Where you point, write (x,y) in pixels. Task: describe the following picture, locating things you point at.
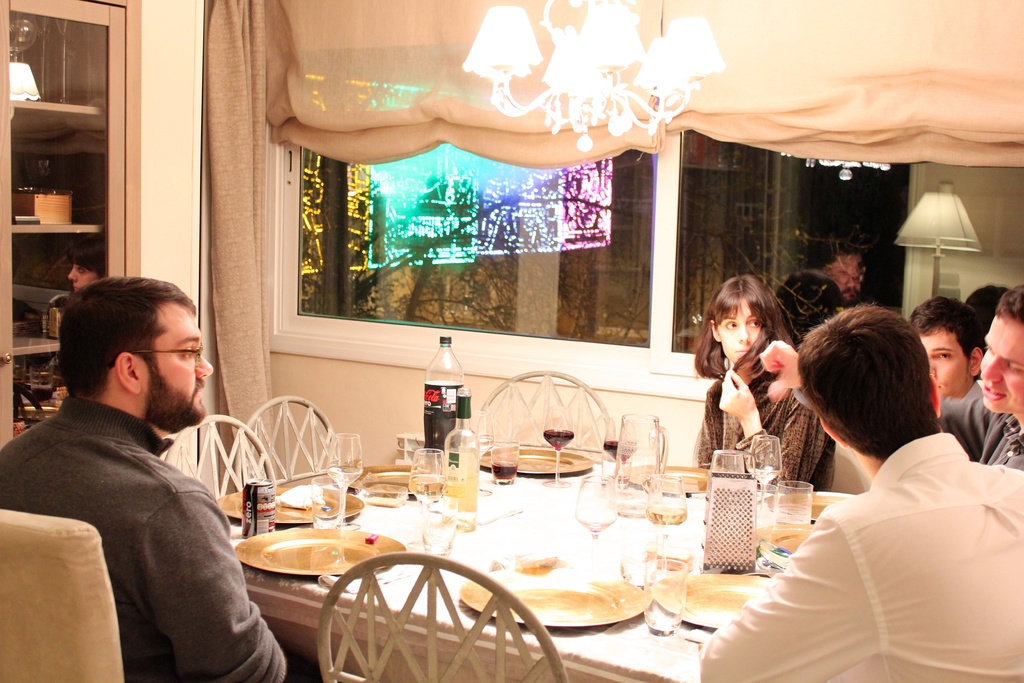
In this image we can see few people (1015,374) are sitting on the chairs (589,435) near the table (642,661). There are glasses (415,487), bottles (462,451), tins (274,511), plates (354,560) placed on the table (577,552). This is the chandelier (525,71), curtains (799,77), glass window (686,214) and lamp (916,222) in the background (952,225).
